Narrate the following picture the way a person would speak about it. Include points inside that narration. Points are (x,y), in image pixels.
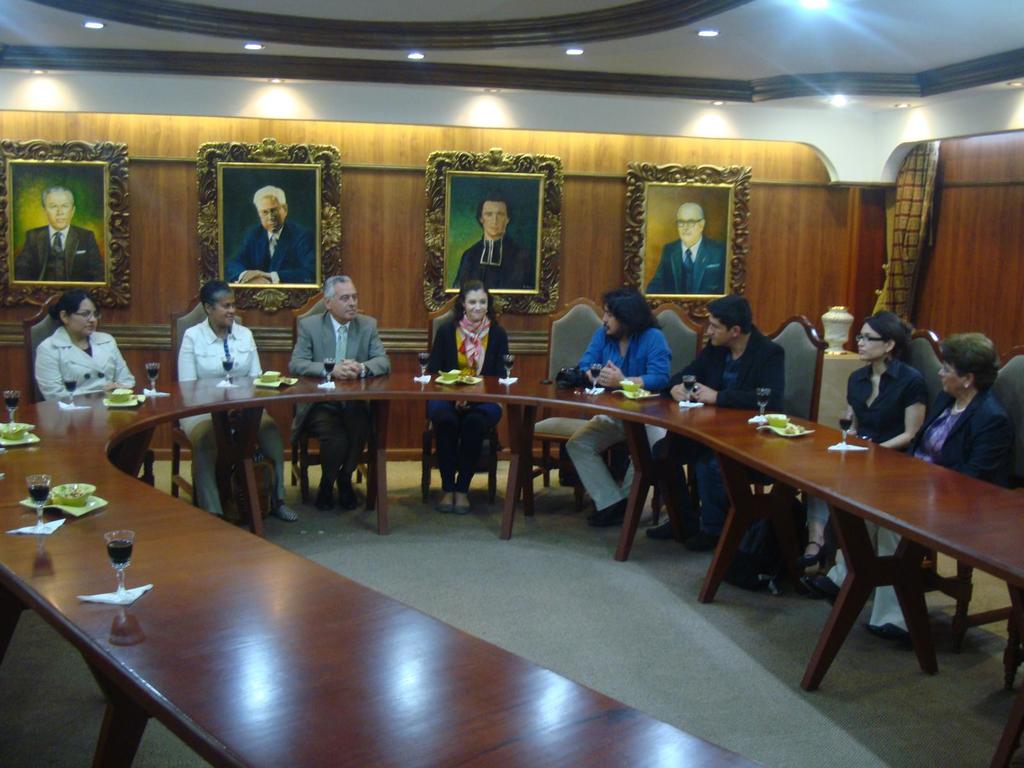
Some men (366,342) and women (880,404) are sitting on the chair (198,316) in a round table (64,478). There are some glasses (421,370) and plates (469,373) on this table (538,377). In the background (138,223) there is a wall (397,232) and on the wall (565,251) some photo frames (707,264) are kept.
